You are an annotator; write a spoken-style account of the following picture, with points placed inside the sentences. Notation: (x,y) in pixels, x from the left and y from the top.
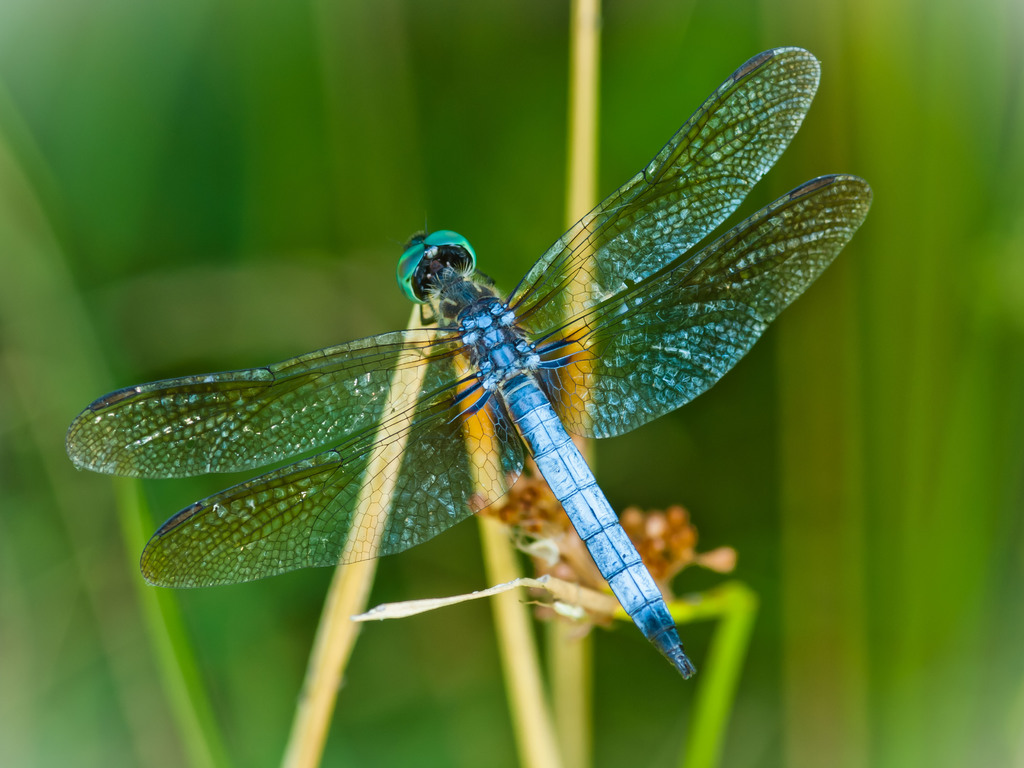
In this image we can see an insect (740,350) on the stem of a plant (720,603).
